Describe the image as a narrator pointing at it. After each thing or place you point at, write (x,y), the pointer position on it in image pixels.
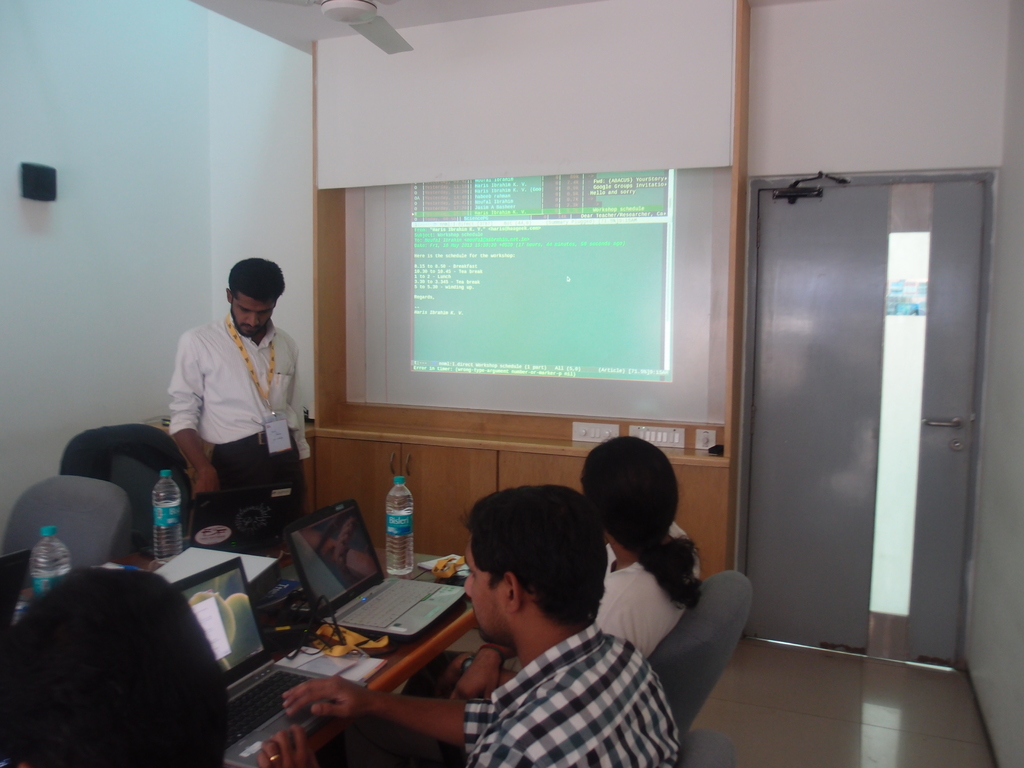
Here we can see a group of people (196,691), some of them are sitting on chairs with laptops (267,675) in front of them and the guy (250,453) in the left side (237,387) is standing, there are bottles (398,537) placed on the table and here we can see a projector screen (532,219) displaying something on it, here at the right side (877,252) we can see a door (800,480), at the top (372,33) we can see a fan (369,19), we can assume that there is meeting going on here.
